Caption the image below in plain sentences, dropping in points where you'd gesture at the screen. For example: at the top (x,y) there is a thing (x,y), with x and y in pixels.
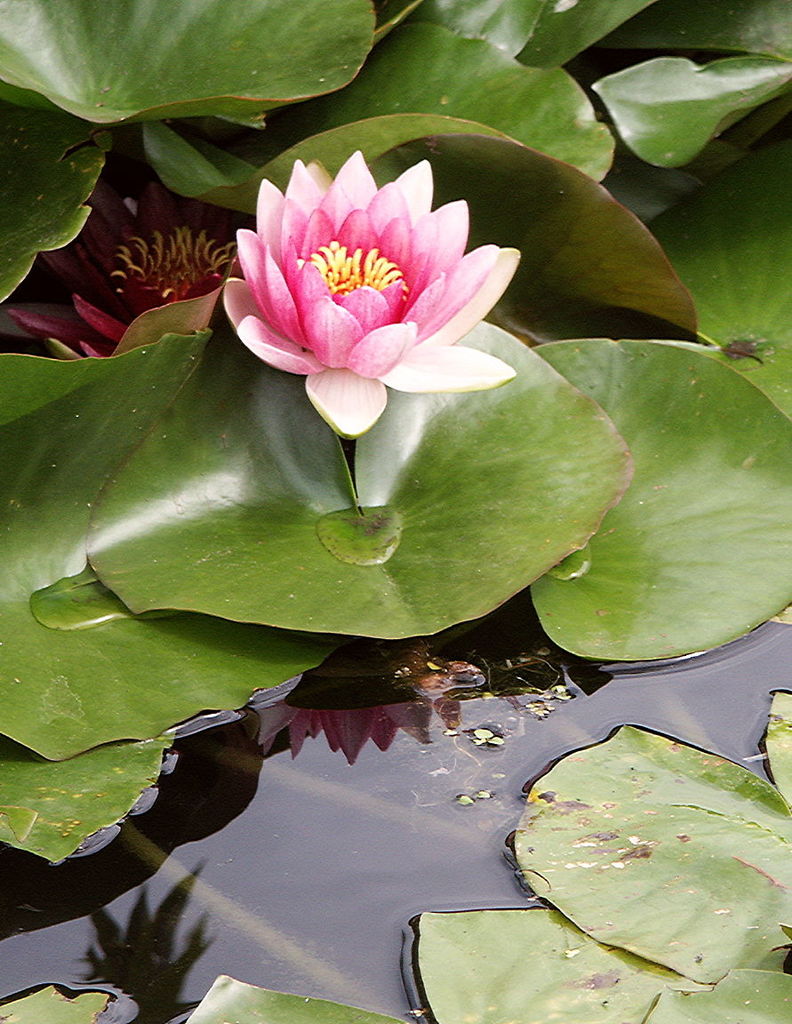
In the picture I can see flowers (323,417) and leaves (334,575) floating on the water (448,772).
